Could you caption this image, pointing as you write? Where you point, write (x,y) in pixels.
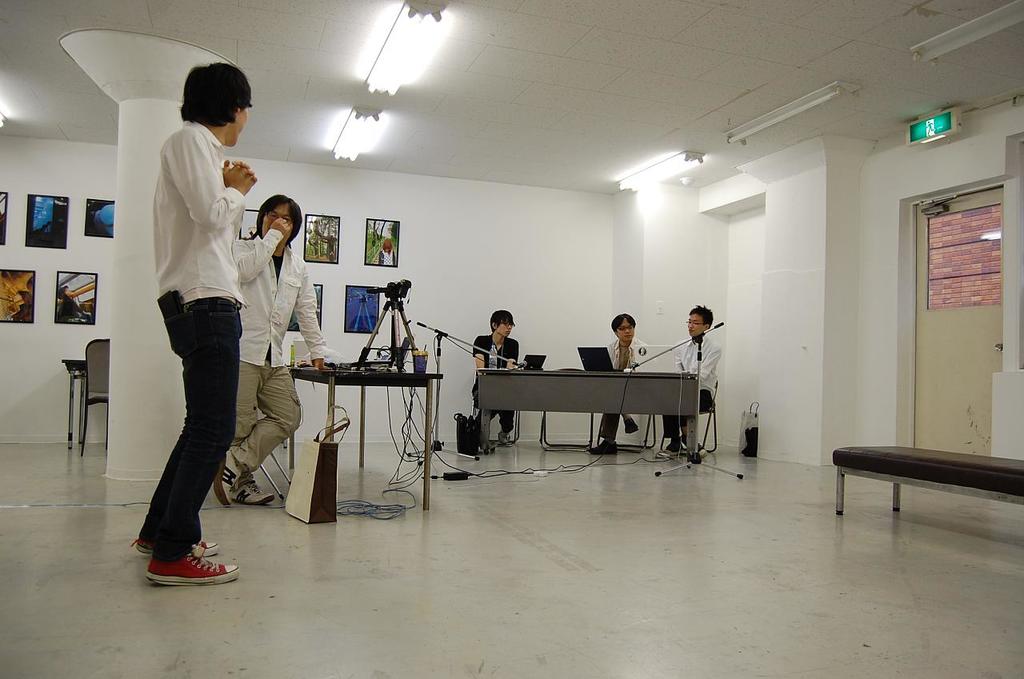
In this image there are some people (298,304) some of them are standing and some of them are sitting and also there are some tables (502,378). On the table (481,374) there are some laptops (667,365), wires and some other objects (496,358). At the bottom (680,547) there is a floor (791,522), on the floor (726,537) there is one bench (924,459). On the left side (11,310) and in the background (109,202) there are some photo frames (90,207) on the wall (750,285), and on the right side (947,313) there is a door (917,247) and a board (950,132). On the top (637,2) there is ceiling (534,116) and some lights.
